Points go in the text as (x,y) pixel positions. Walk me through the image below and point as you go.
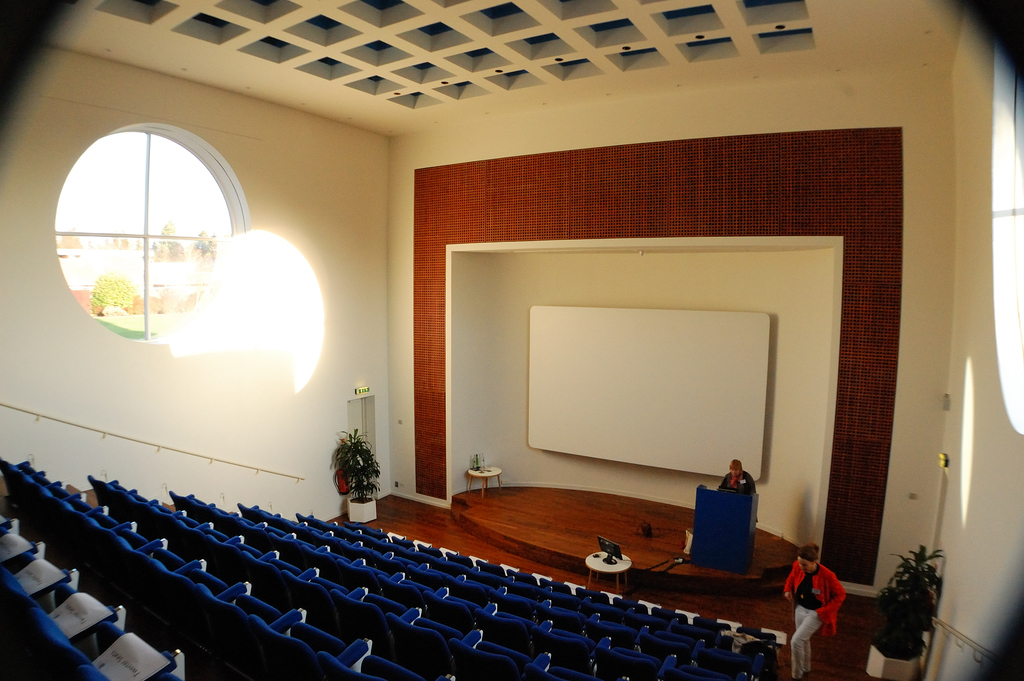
This is a auditorium (414,288) here we can see many chairs (307,543) on the floor (411,527) and there is a window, wall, house plants (359,488) on the floor (600,580), a woman (733,462) standing at the podium (713,553) and a woman (788,586) walking on the floor (838,650), laptop (604,544) and water bottles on tables (602,559) respectively and a screen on the wall (777,493).
